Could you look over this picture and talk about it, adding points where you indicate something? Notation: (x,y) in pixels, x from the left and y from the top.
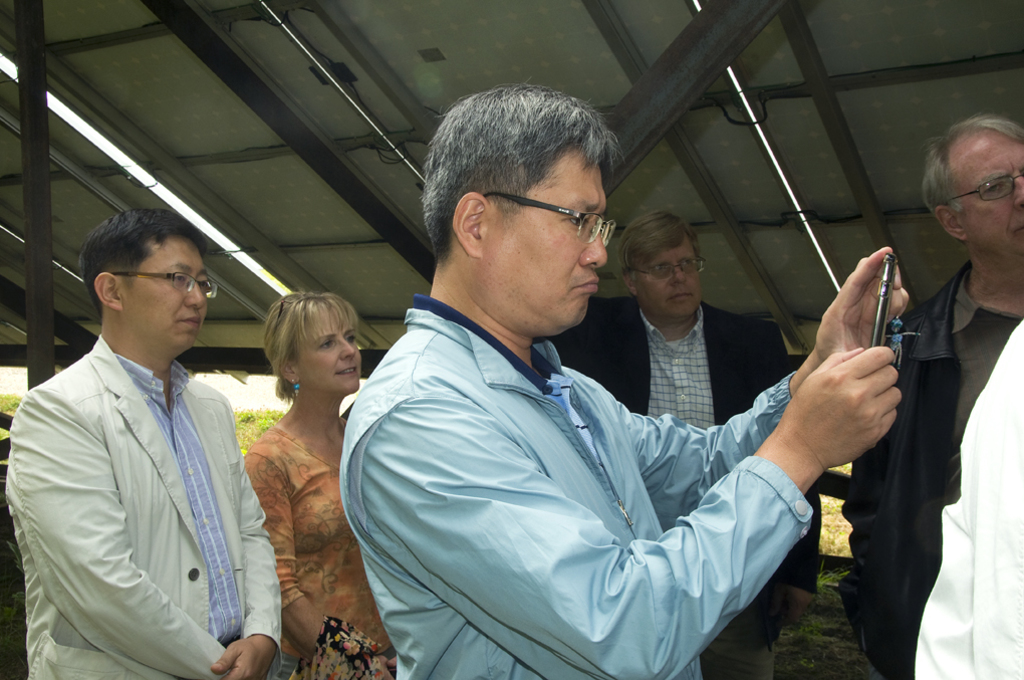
In the image we can see there are people (538,460) standing and there is a person (680,484) holding a small device (886,313) in his hand (869,297) and there are gaps of light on the top (97,145).
